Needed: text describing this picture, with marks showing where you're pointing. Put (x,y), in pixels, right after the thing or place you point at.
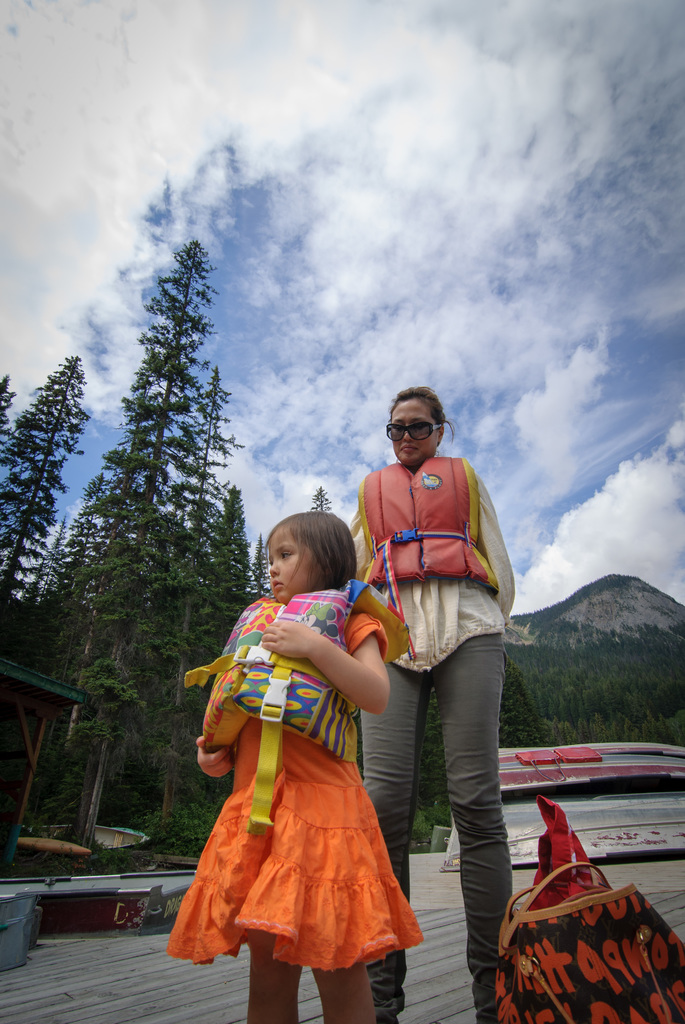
In this image, we can see a girl (355,823) and women (427,548) are wearing jacket (336,605). They are standing. On the right side (569,896) bottom corner, we can see bags (600,924). Background (41,923) we can see hill (522,643), trees (119,645), few objects (504,795) and cloudy sky (390,327).
